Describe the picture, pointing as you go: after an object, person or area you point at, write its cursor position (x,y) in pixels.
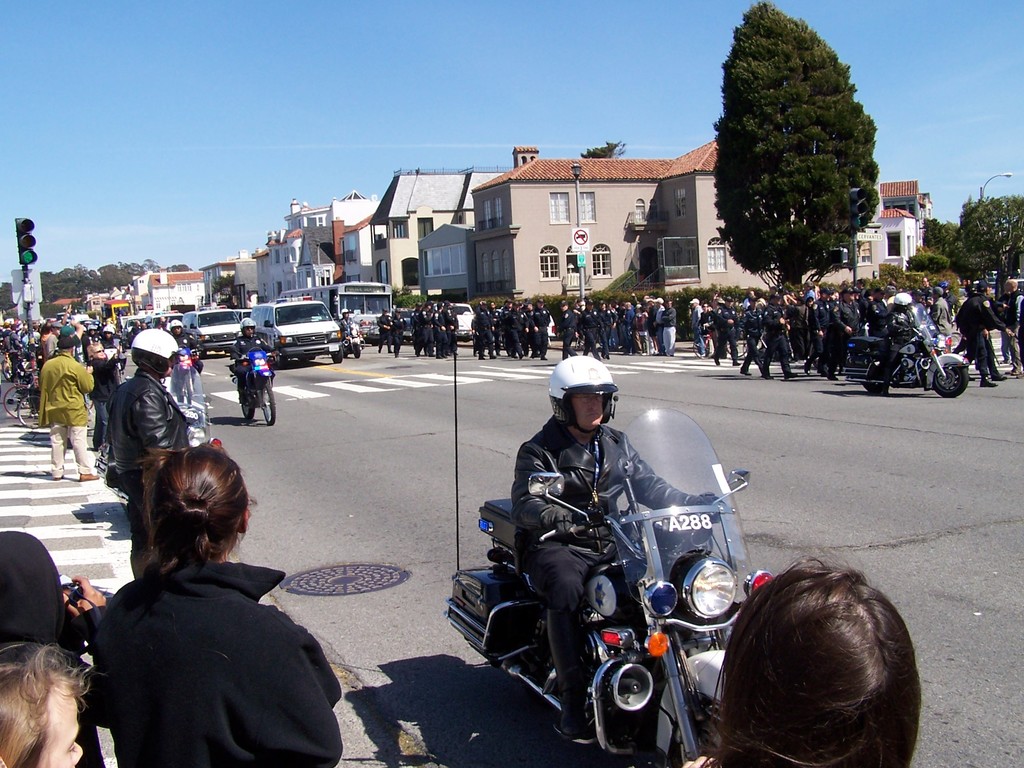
Some people (246,340) are riding bikes (550,473) wearing helmet (563,380). There is a crowd of people (696,343) walking on the road (544,386). Behind them there are some vehicles (298,323). In the side of the road (524,381) there are some buildings (628,212) trees (807,220). There is a lady (176,572) standing on the sidewalk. There is a traffic light (22,254) on the sidewalk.
